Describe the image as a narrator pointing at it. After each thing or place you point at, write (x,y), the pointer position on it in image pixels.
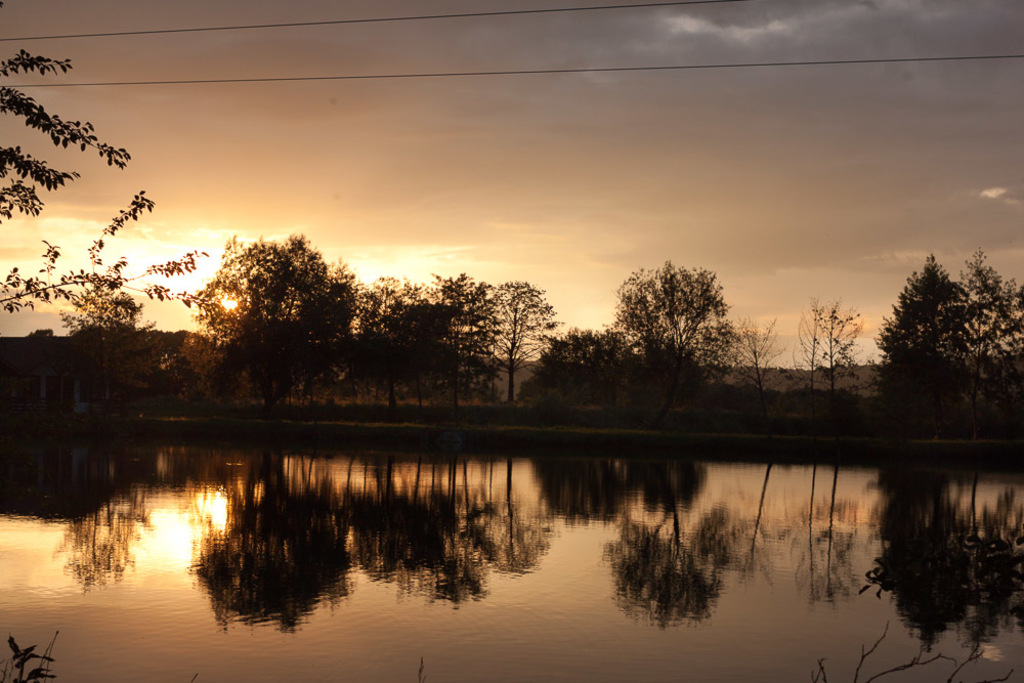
In this image in the foreground (358,574) there is water body (338,519). In the background (425,367) there are trees (395,356), hills (796,377). The sky (426,145) is cloudy. On the water body (322,536) there is reflection (615,514) of the background (370,362).
